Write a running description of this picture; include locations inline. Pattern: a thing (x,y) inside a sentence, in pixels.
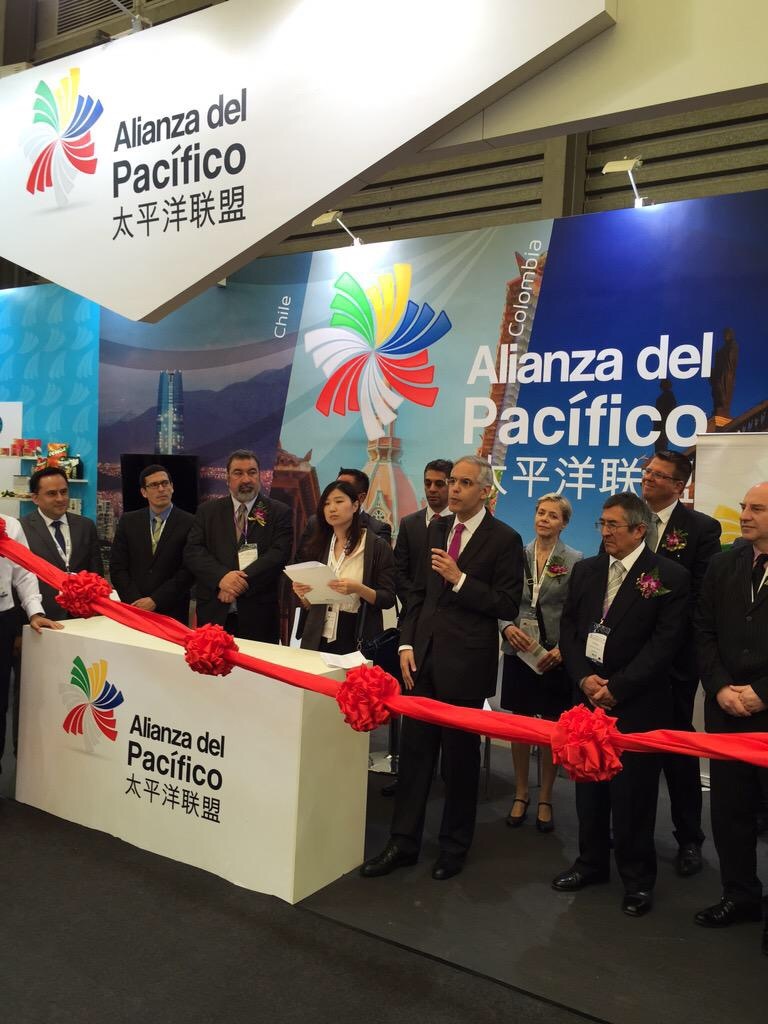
In this image, we can see a group of people (477,623) wearing clothes (64,514) and standing in front of the table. There are lights (610,172) on the banner (591,276) which is in the middle of the image (422,395). There is a ribbon (347,686) which is colored red.
